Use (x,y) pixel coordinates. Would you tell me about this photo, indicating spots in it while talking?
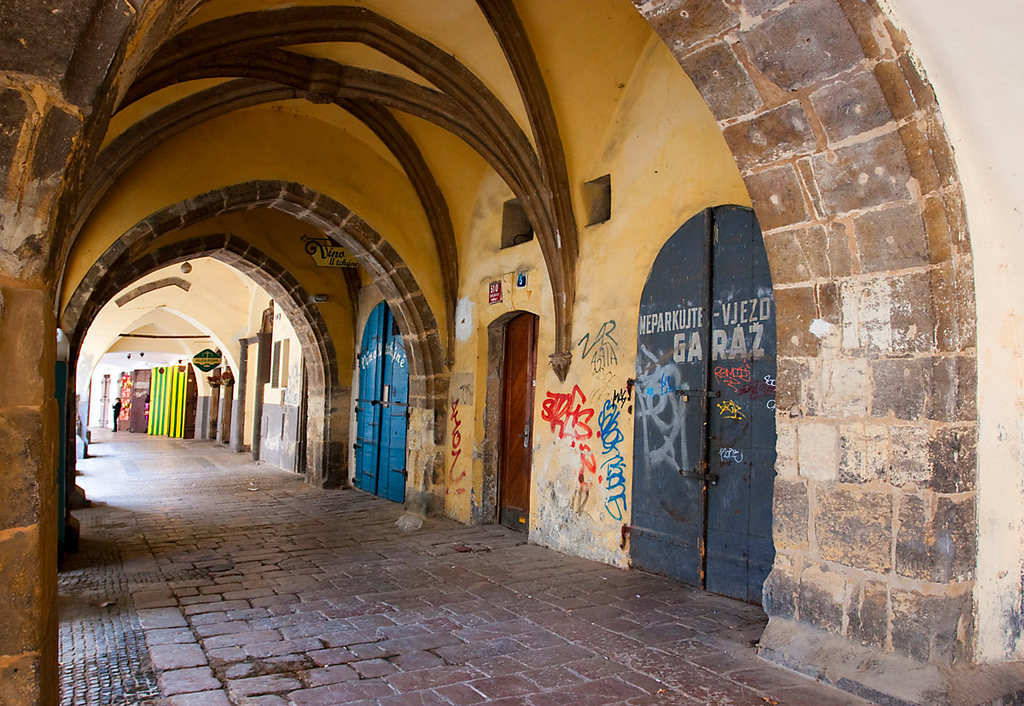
In this image we can see a building (543,473) and it is having many doors (359,425). We can see some text (660,465) written on the doors (698,441). There are few name boards (347,265) are attached to the wall (313,280). There is a person (114,405) in the image.
